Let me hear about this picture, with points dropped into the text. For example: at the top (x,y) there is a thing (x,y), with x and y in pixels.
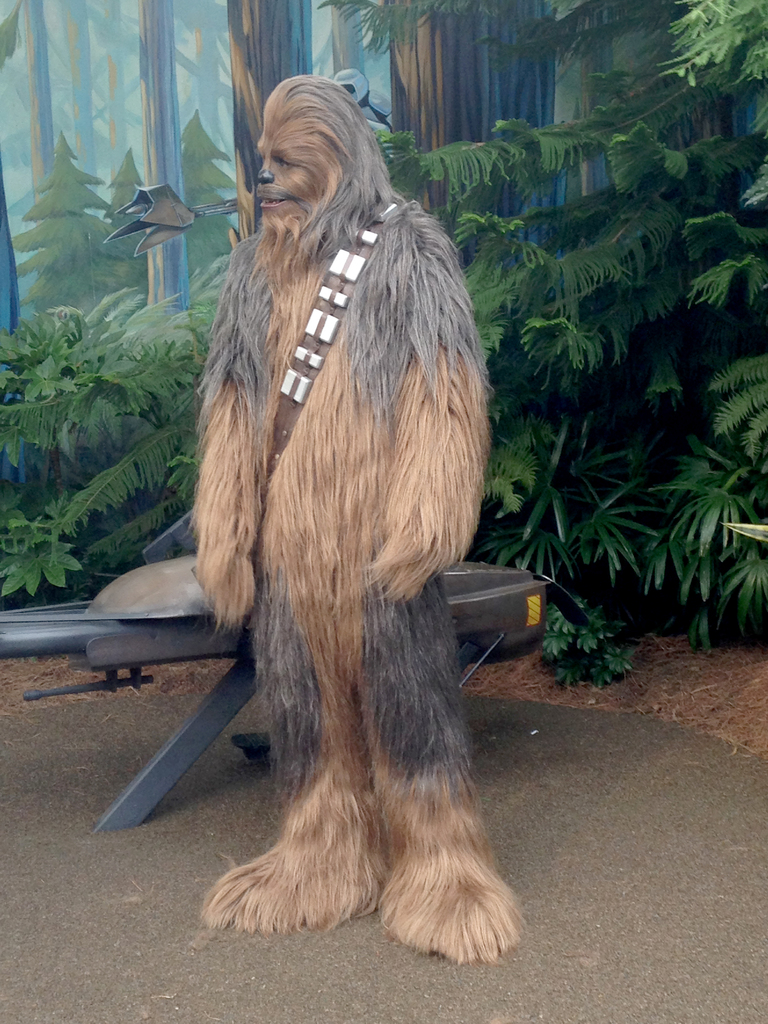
In the center of the image (352,372), we can see a person (339,358) wearing costume (326,395) and in the background (96,626), there is a stand (102,638) and we can see trees (649,320) and plants (661,568) and there is a painting (172,76) on the wall (520,94). At the bottom (610,848), there is road (605,834).
